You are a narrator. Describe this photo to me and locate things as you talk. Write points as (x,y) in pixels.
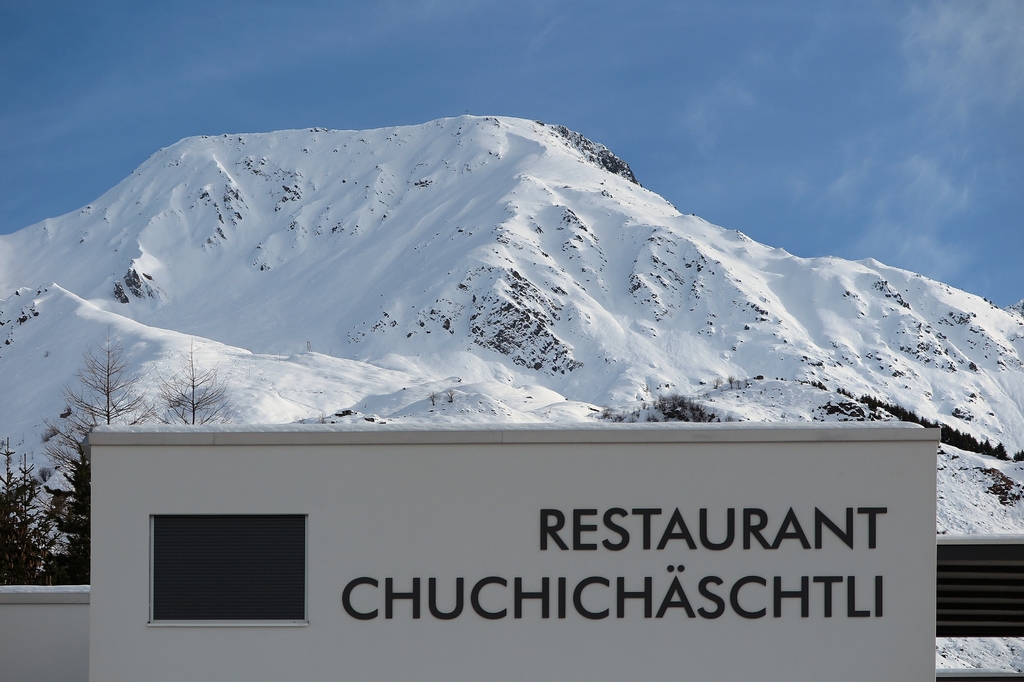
In this picture we can observe a white color wall (520,568) on which there are black color words (871,530). There are some trees (73,518). In the background (369,312) there is a hill (209,388) which was covered with snow (431,294). We can observe a sky (586,98) here.
